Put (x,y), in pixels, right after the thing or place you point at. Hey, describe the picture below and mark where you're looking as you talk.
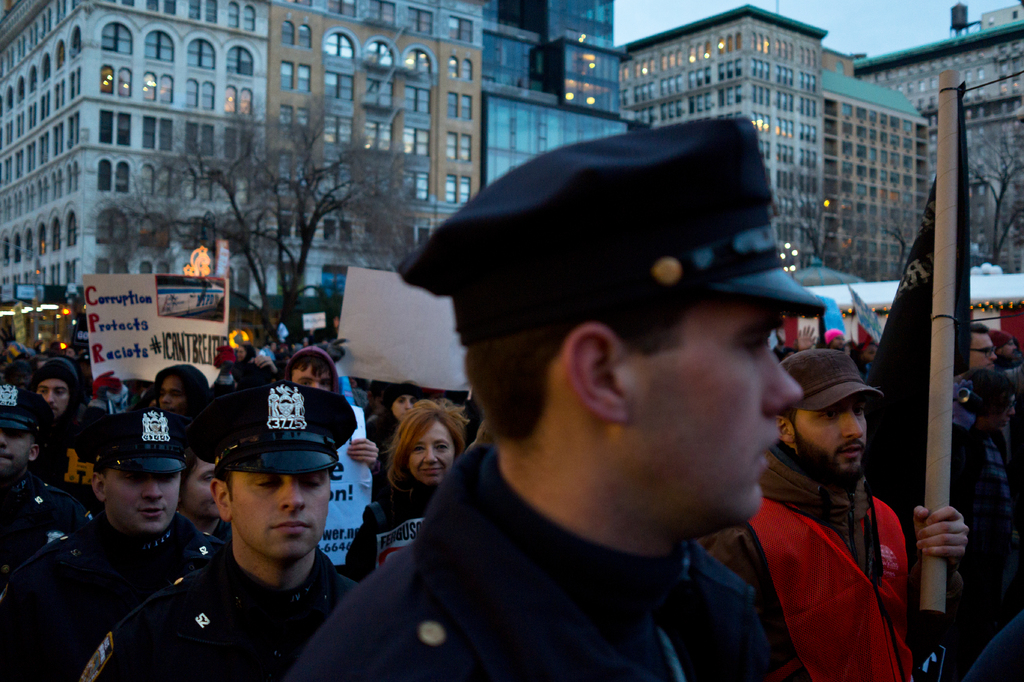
In this picture we can see a group of people (272,641) and in the background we can see buildings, trees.
